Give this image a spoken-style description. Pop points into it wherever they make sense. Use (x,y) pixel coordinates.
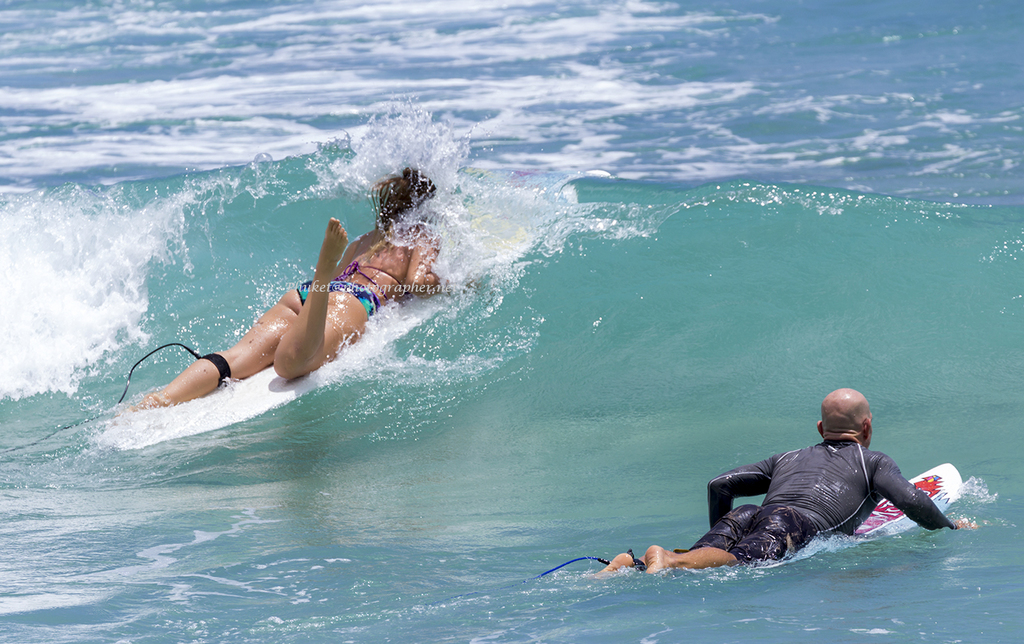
In this image I can see a woman (155,403) and a man (764,518) on surfing board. I can see water (403,311) and water wave (958,227).
